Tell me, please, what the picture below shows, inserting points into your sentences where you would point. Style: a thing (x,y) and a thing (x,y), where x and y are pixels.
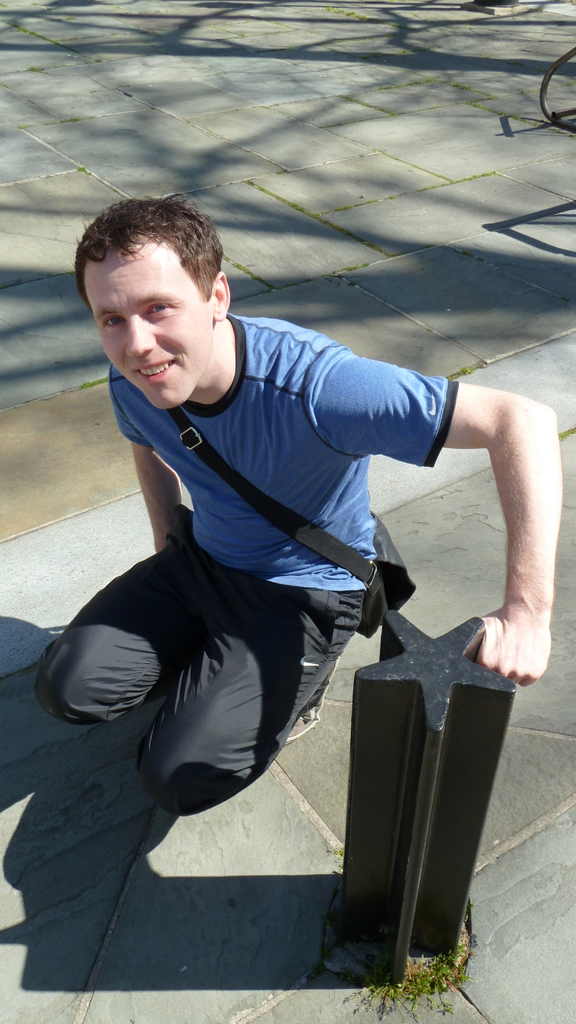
In this picture I can see there is a person (200,391) sitting and he is wearing a bag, he is holding the pole (429,665), he is smiling and in the backdrop (460,291) there is the shadow (460,284) of the trees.
